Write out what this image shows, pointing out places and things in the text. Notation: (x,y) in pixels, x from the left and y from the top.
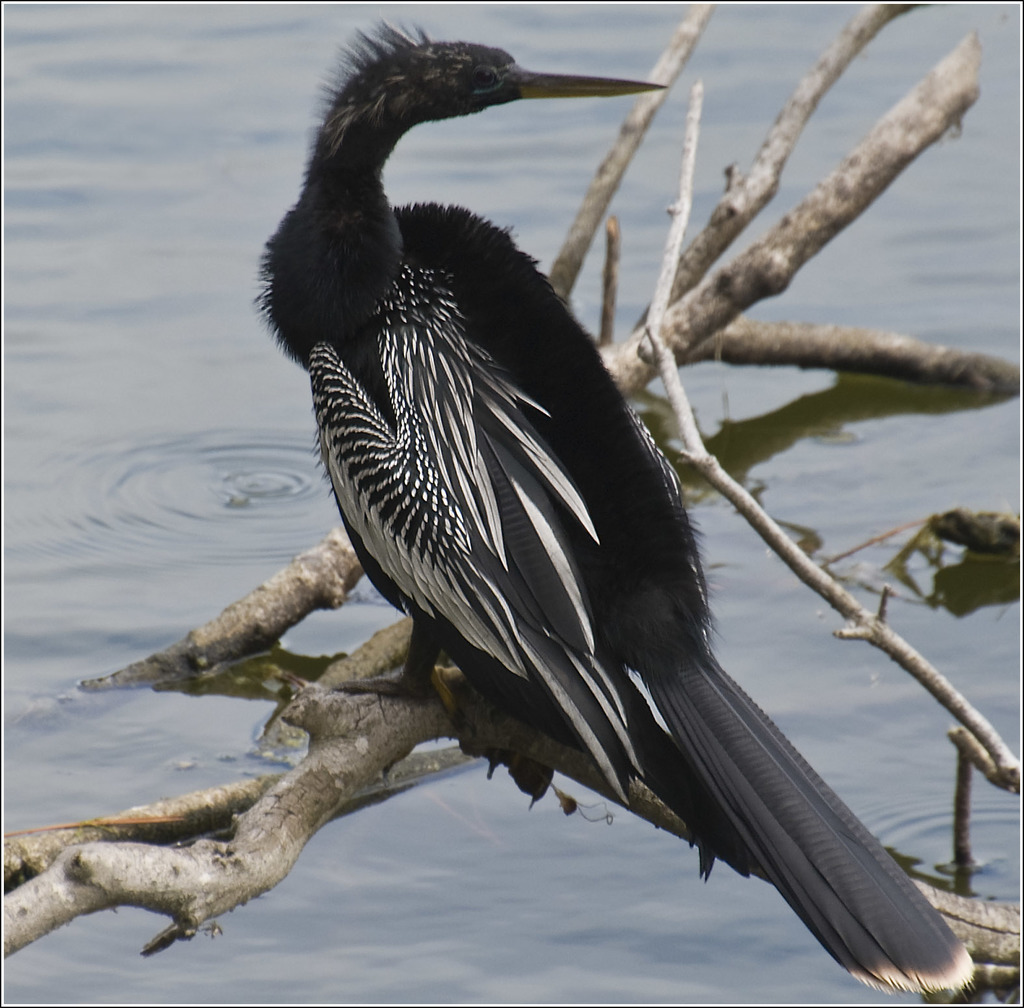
In the center of the image (537,492) we can see a bird (461,621) on the stem (375,696). In the background (242,483) there is water (210,466).
